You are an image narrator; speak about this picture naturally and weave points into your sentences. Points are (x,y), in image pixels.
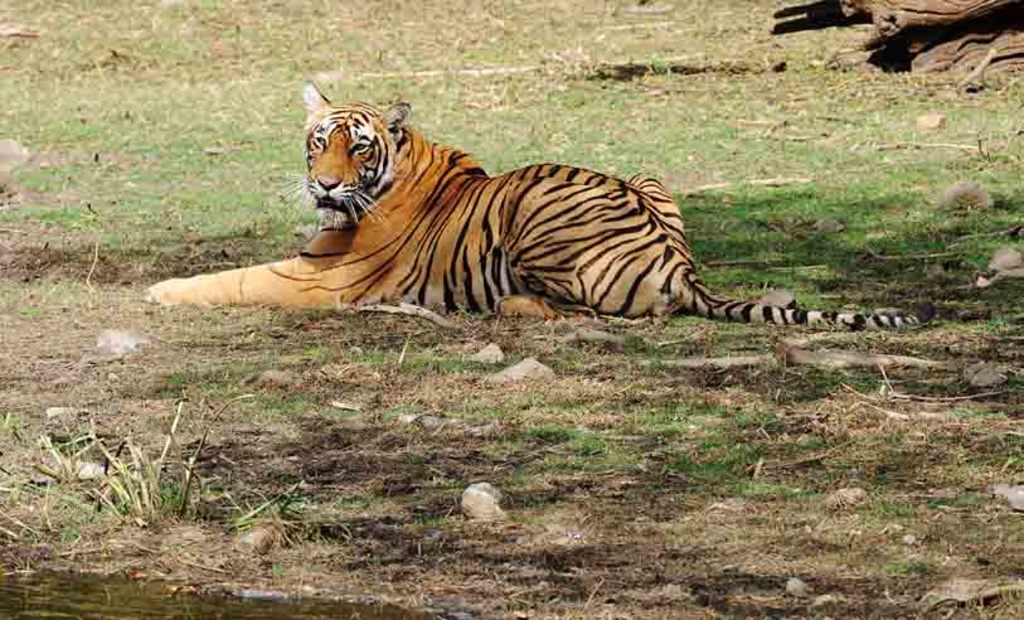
In this image I can see the water (141,607). I can also a tiger (487,291) sitting on the grass (256,152).
